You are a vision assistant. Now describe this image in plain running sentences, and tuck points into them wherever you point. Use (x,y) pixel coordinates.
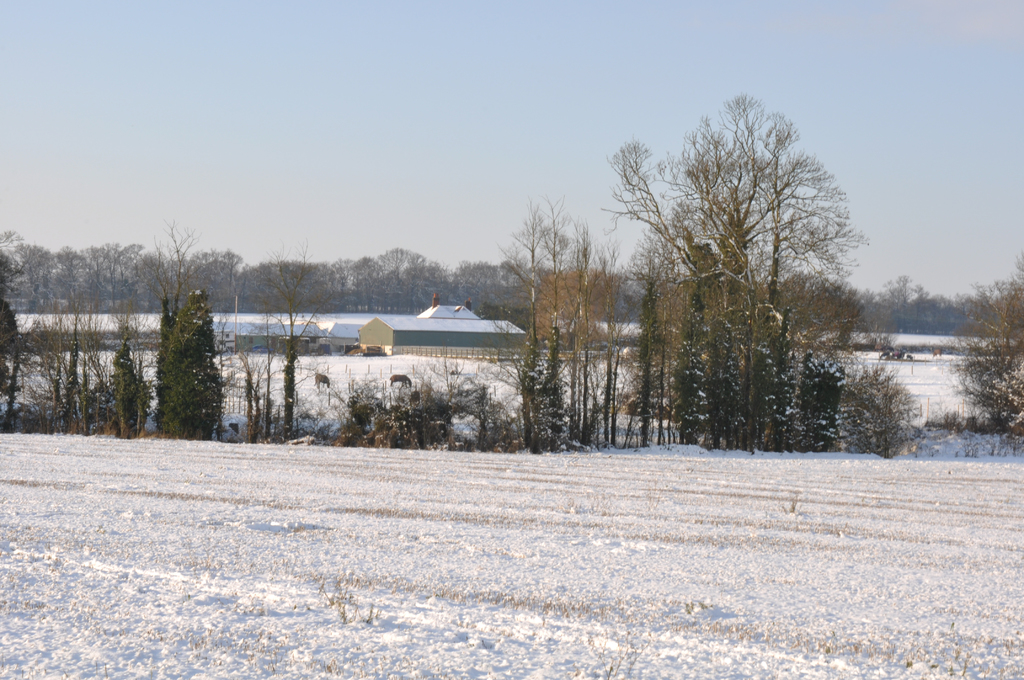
In this image we can see trees (527,342). On the ground (153,400) there is snow (535,533). In the background (387,318) there are trees (440,296), buildings (434,318) and sky (379,144).
